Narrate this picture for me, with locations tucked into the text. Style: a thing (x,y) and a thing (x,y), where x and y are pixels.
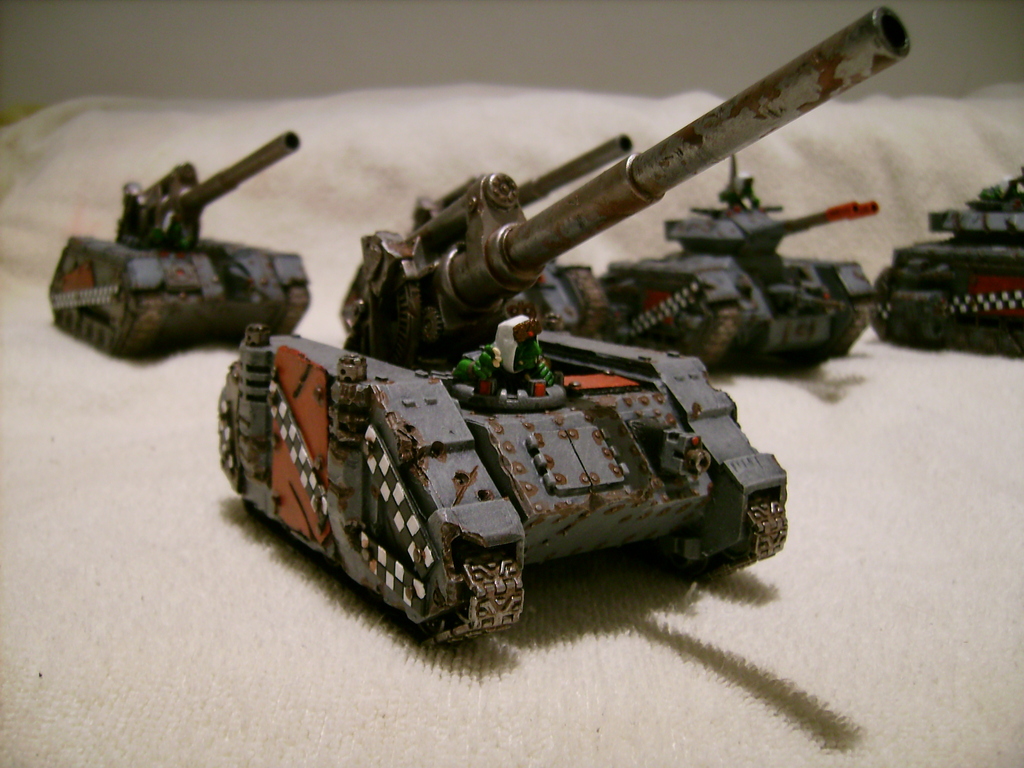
In this image in front (702,437) there are toys of war tanks (411,403). On the backside (175,16) there is a wall (310,27).
